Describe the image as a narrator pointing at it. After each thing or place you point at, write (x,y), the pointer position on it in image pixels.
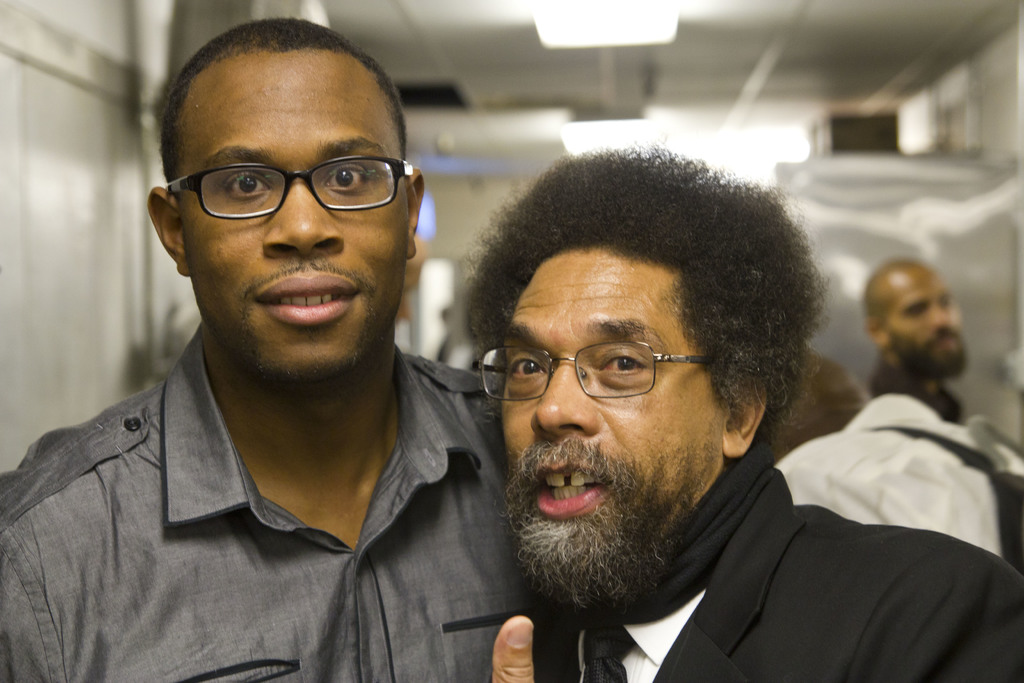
On the left side (323,341), there is a person (333,334) in a gray color shirt (287,579), smiling and standing. On the right side (935,641), there is a person (916,564) in a black color suit (859,585), speaking. In the background (888,310), there are two persons (879,379), lights (653,44), there is a wall (32,133) and other objects (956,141).
